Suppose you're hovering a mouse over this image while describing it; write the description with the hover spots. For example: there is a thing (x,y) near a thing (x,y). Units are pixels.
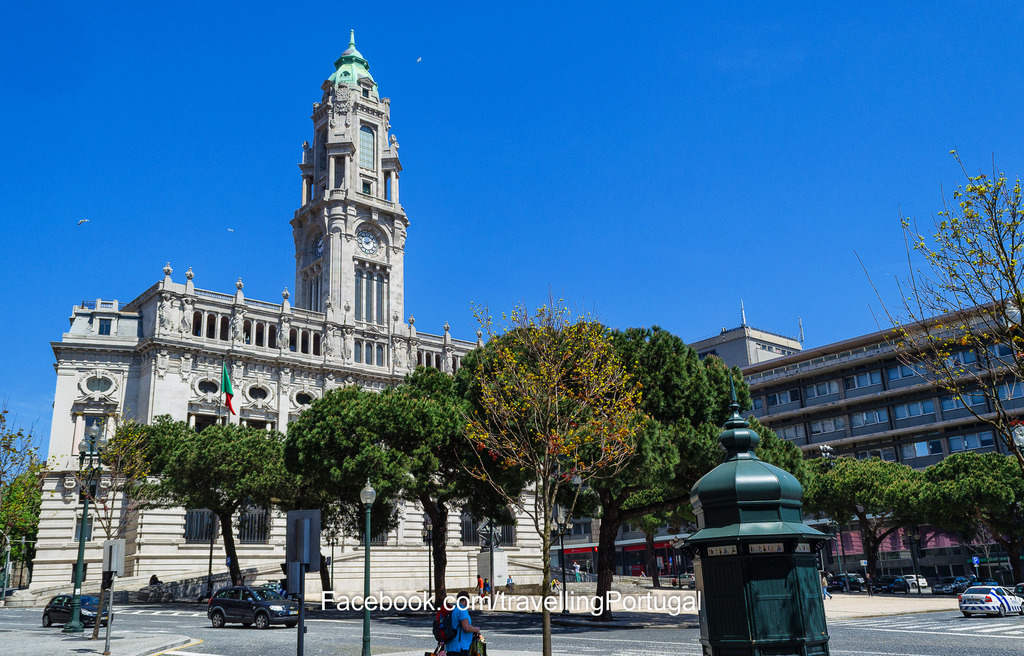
In the picture we can see two buildings (345,357), on one building (440,361) we can see the clock tower (363,361) with clock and near the building (382,361) we can see two cars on the road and near it we can see some trees (515,361) and in the background (548,19) we can see the sky (595,317).
